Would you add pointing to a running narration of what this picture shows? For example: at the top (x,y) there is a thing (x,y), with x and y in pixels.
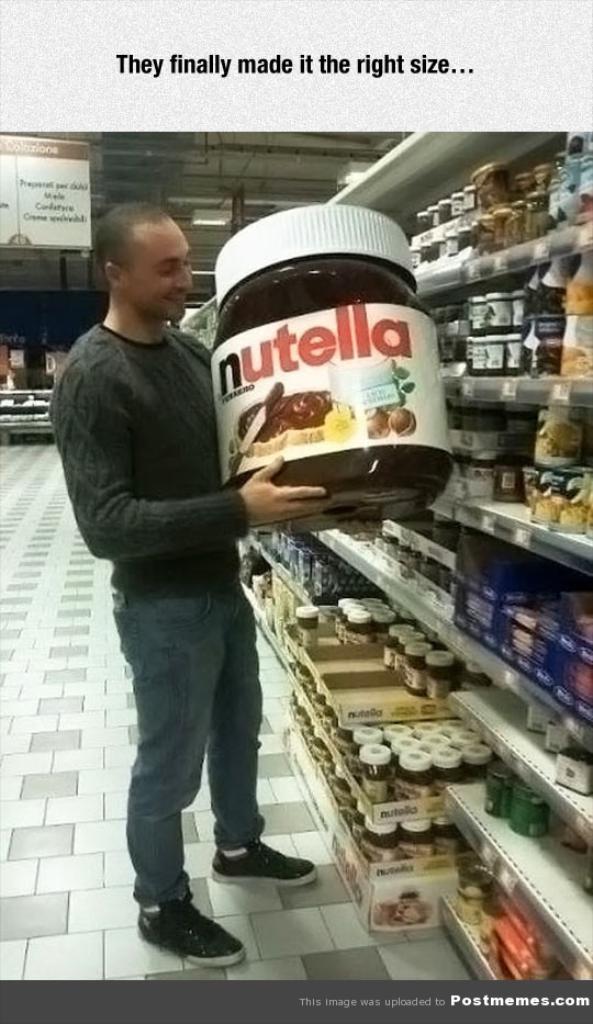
In this image we can see a person (167,580) is standing and holding nutella box (330,440) in his hand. He is wearing grey color t-shirt (146,486) with jeans (194,769). In front of him one rack (493,776) is there. In rack (516,751) so many containers (409,646) and boxes (509,653) are there. Top of the image (265,61) some text (386,63) is written.
